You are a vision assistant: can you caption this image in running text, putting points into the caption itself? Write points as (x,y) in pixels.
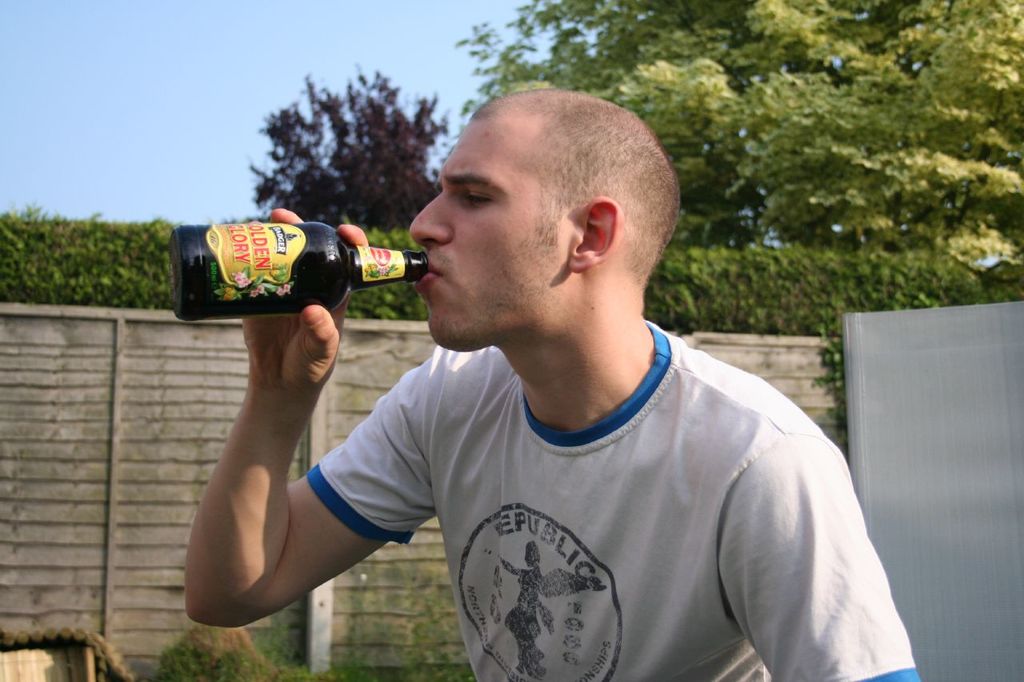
In this picture we can see man (424,396) holding bottle (255,273) with his hand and drinking and in background (46,375) we can see wall (52,357), tree (418,164), sky (188,99).
